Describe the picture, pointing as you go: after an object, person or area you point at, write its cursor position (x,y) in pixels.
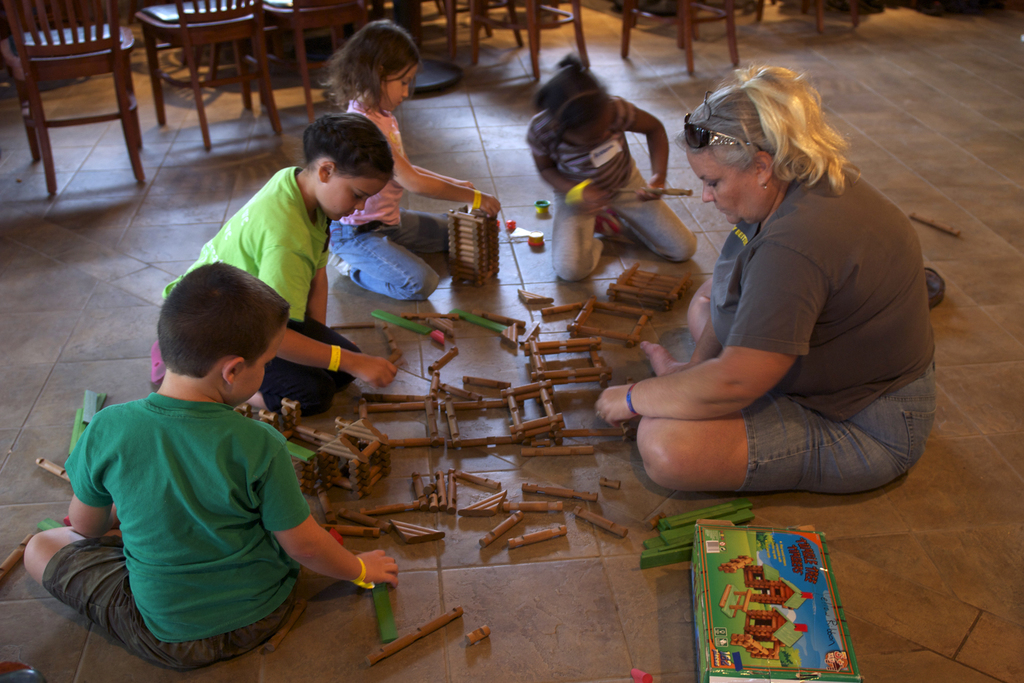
In this image I can see few people (238,458) are sitting on the floor (205,236) and playing a game with some toys (492,386). In the background (179,82) I can see chairs (245,34).
